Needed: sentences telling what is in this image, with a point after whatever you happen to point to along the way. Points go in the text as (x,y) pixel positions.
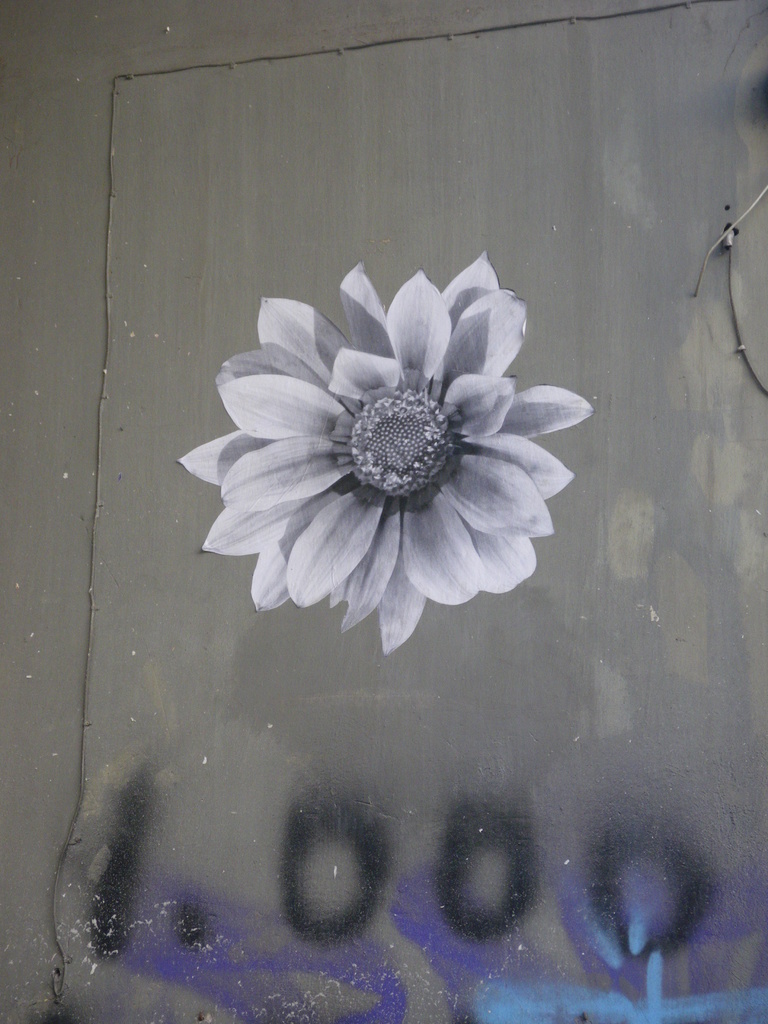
In the image on the wall (694,157) there is a painting (385,504) of a flower (328,536) and also there is wire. And there is something written on it.
